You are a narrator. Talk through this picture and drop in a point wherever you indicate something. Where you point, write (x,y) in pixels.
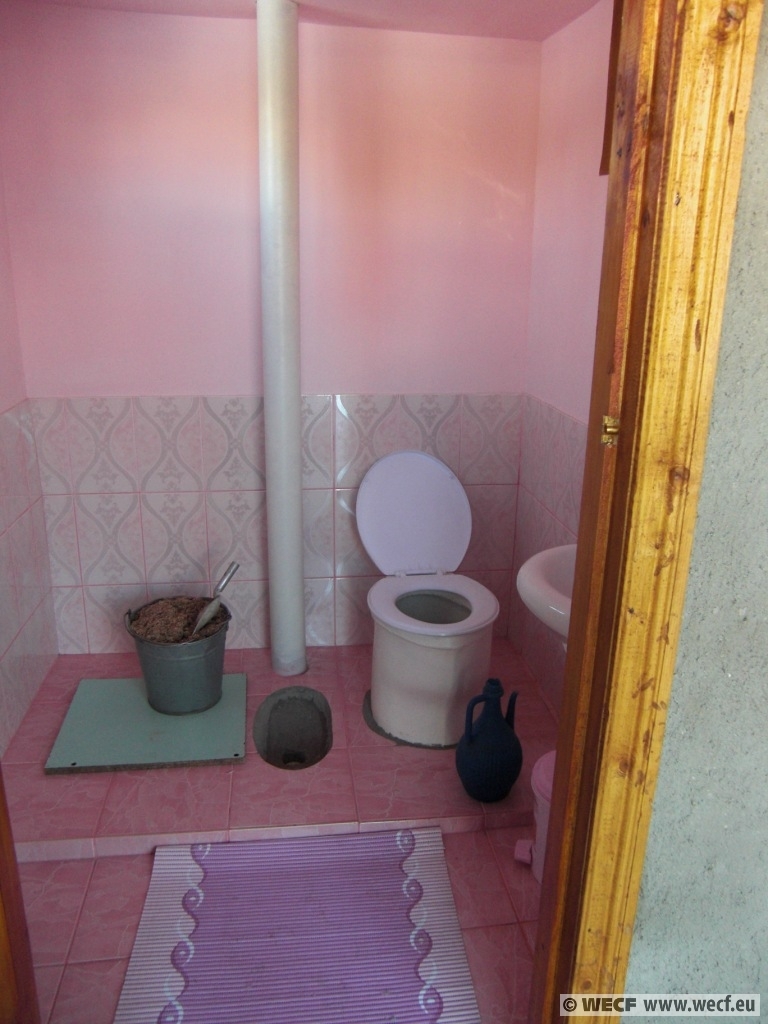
In the picture I can see an inner view of a bathroom (290,473). In the bathroom (189,493) I can see white color pipe (293,324), a toilet seat (420,698), bucket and some other objects (230,736) on the floor (371,657). The walls (212,251) are pink in color. On the bottom right corner of the image (636,1006) I can see watermarks (636,1006).
